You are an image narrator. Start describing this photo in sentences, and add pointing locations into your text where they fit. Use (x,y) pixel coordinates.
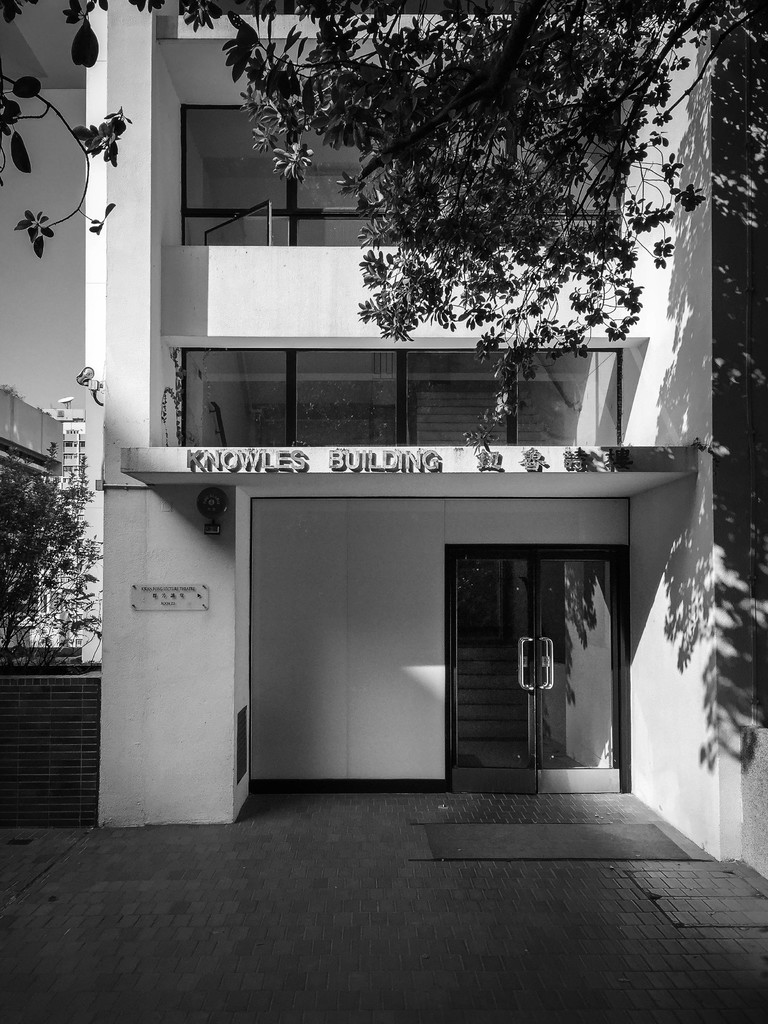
This is a black and white picture. Here we can see buildings (307,530), door (456,636), board (148,591), trees (96,41), and glass (376,410). Here we can see sky (38,272).
